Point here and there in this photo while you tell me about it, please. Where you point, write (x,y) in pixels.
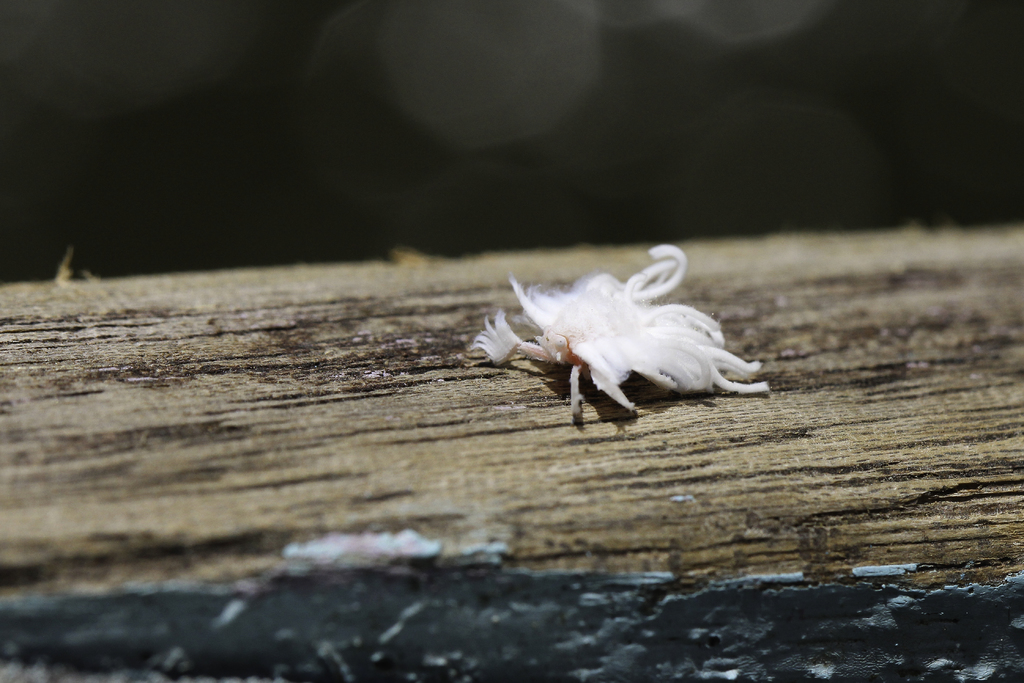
In this image, we can see a white color object (630,336) is placed on the surface (568,388). Top of the image (609,139), we can see a blur view.
